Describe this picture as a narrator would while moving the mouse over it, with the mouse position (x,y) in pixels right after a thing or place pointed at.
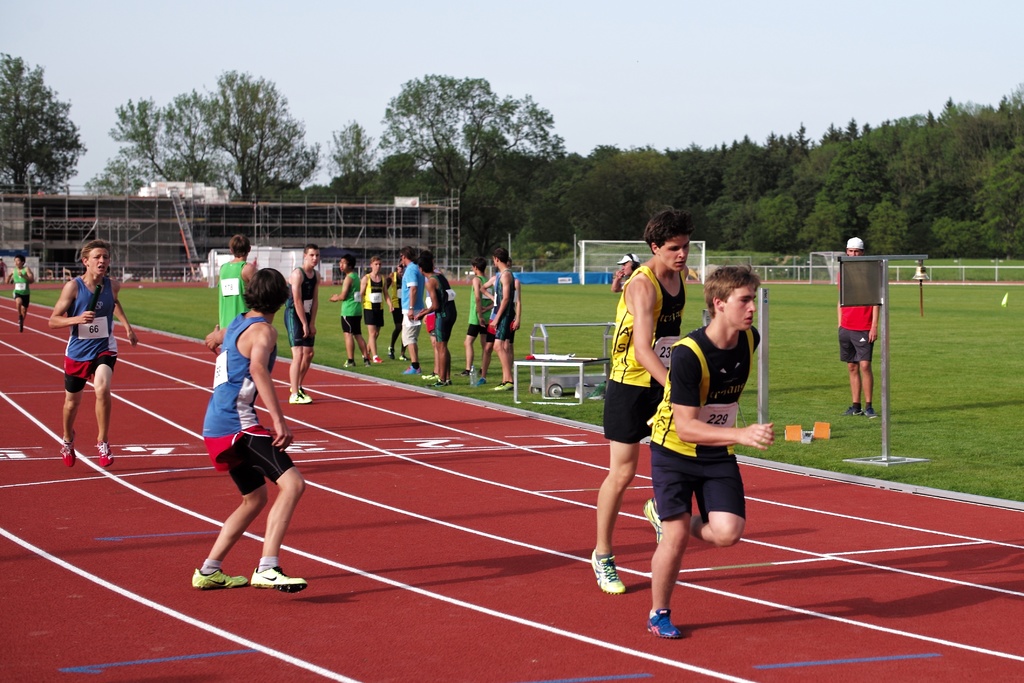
In this image I can see number of persons (637,412) are standing on the ground (463,351), few poles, some grass (929,358), few white colored objects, a building (229,225) and few trees (210,177). In the background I can see the sky (535,74).
